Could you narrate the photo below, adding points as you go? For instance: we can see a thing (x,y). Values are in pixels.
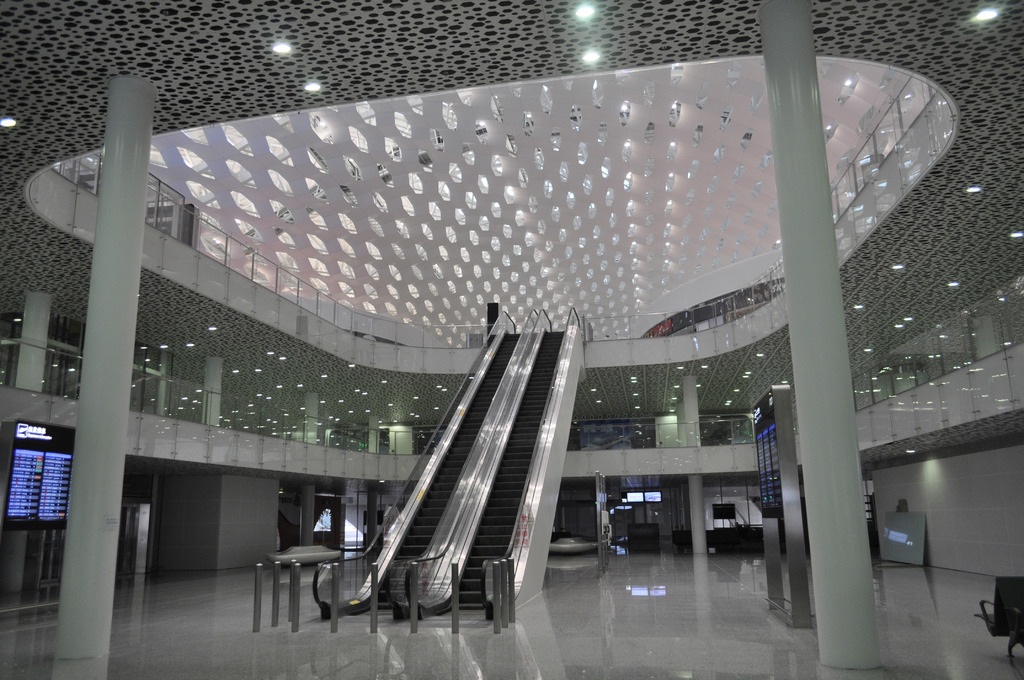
In this picture I can see the inside view of a building (1019,552). There are chairs (1008,642), pillars (46,317), lights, escalators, screen display boards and some other objects (164,380).
